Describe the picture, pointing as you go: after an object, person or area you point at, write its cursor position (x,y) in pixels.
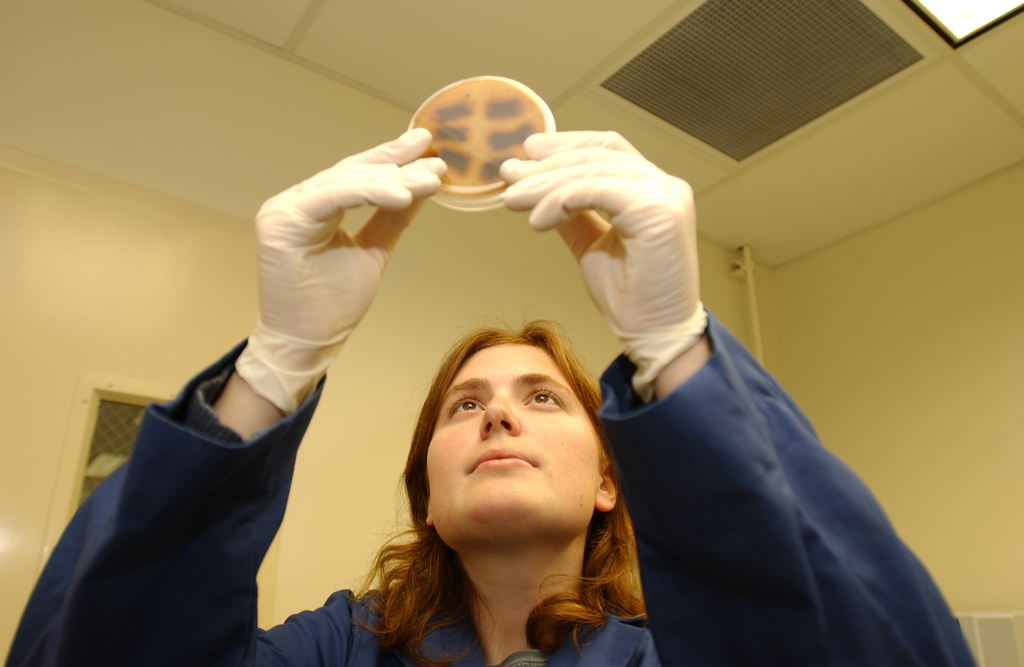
In the image there is a woman (618,454), she is holding some object (494,135) with her hands (425,168) by wearing gloves (687,265), behind the woman (271,344) there is a wall (404,343).
